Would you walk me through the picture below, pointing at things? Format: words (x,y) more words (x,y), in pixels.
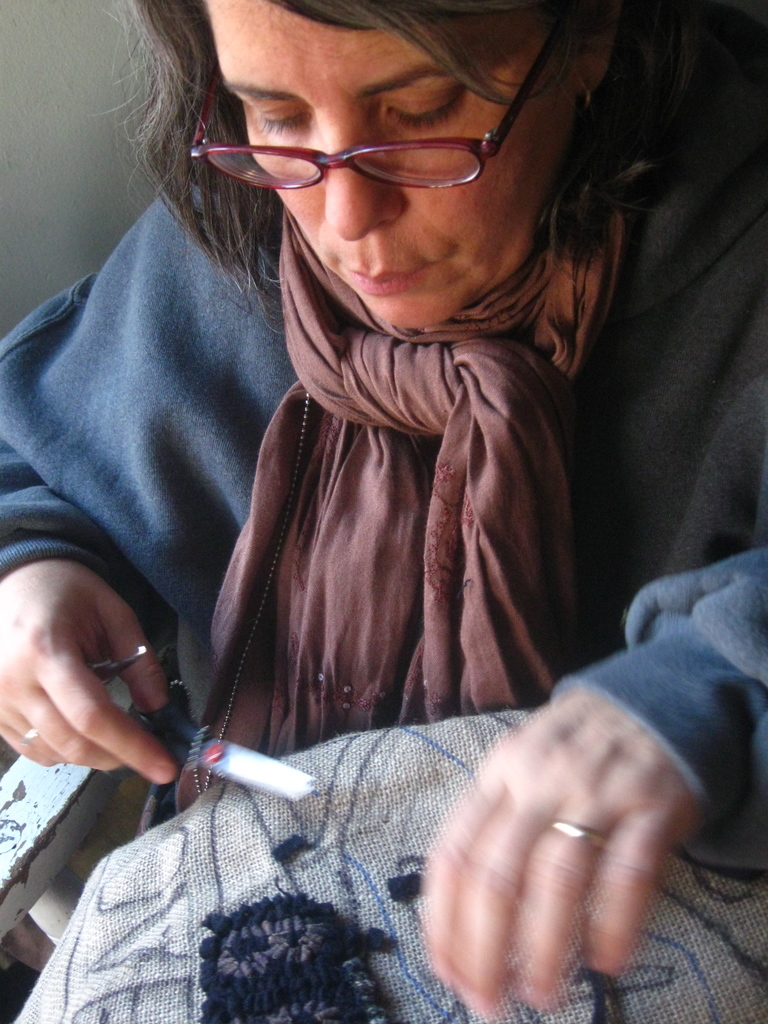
In the picture, there is a woman (391,642) sitting on a chair (17,858). She is holding some object (175,709) in her hand (125,737) and there is a jute cloth (305,821) on the woman's lap (380,775), she is wearing a stole (386,404) around her neck (438,364) and she is also wearing spectacles (266,166).
